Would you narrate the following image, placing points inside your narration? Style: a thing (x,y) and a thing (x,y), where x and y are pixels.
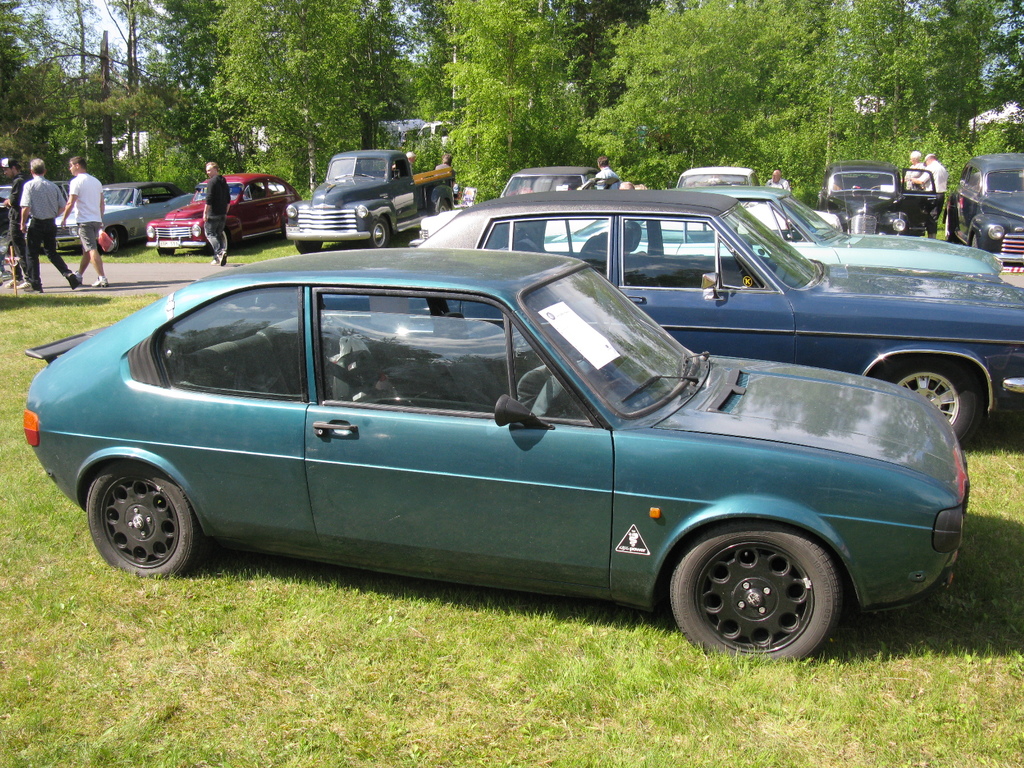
In this image we can see some vehicles (464,249), persons (36,271) and other objects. In the background of the image (612,35) there are trees (521,35), sky (24,11) and other objects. At the bottom of the image (473,666) there is the grass (420,661).
